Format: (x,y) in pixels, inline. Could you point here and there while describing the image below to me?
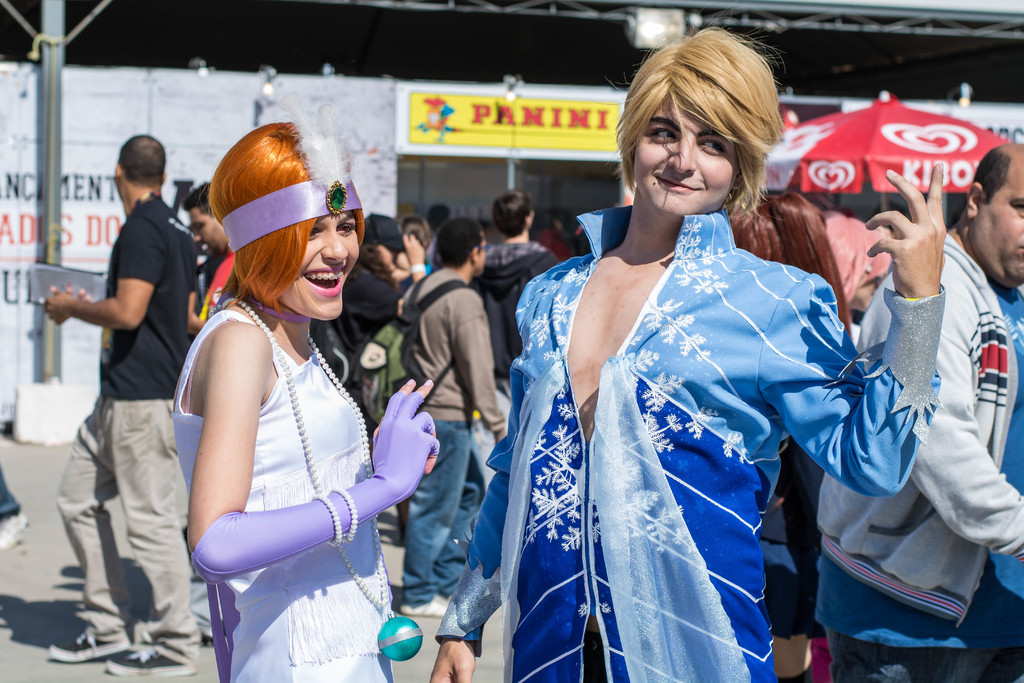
In this picture there is a boy (711,208) and a girl (417,451) in the center of the image (646,419), they are wearing the costumes (506,572) and there are other people (1000,298) in the background area of the image (1018,154), there are posters (606,113) at the top side of the image (620,104).
